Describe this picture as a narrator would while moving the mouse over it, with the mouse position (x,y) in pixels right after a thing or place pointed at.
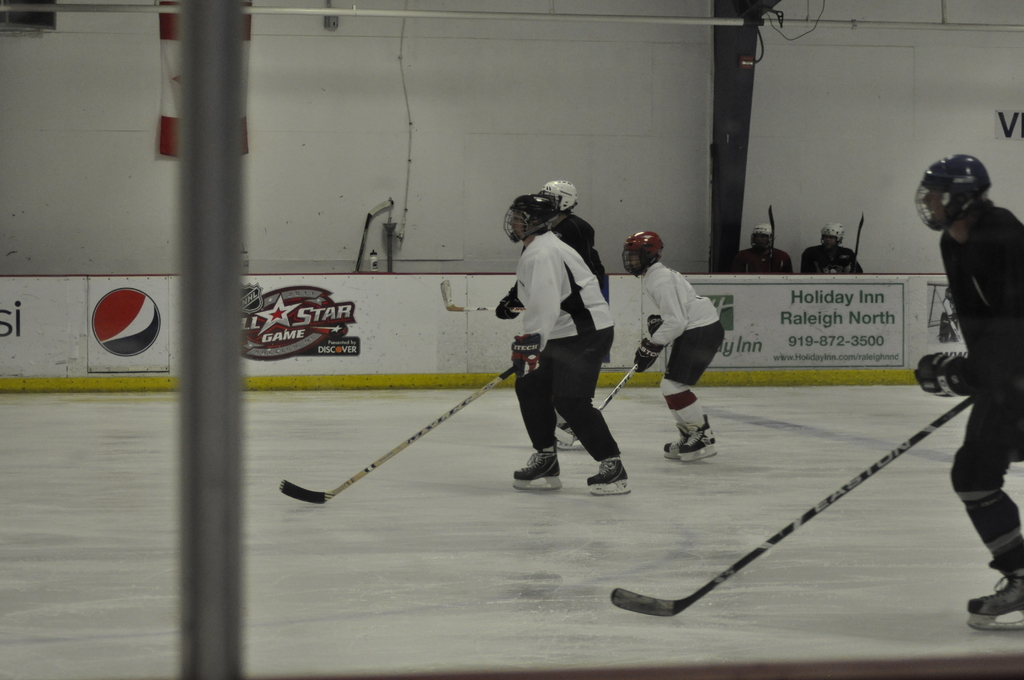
This image is taken indoors. In the background (389,140) there is a wall (614,132). There is a pipe (654,17). There is a banner (162,91). Two people (754,251) are standing. There are many boards (821,329) with text (865,323) on them. On the left side of the image (203,321) there is a pole (202,387). At the bottom of the image (716,655) there is a floor (152,509). On the right side of the image (996,250) a person (960,385) is skating and playing hockey with a hockey stick (949,420). In the middle of the image (540,292) three persons (541,438) are skating on the floor (657,433) and they are holding hockey sticks (618,389) in their hands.
